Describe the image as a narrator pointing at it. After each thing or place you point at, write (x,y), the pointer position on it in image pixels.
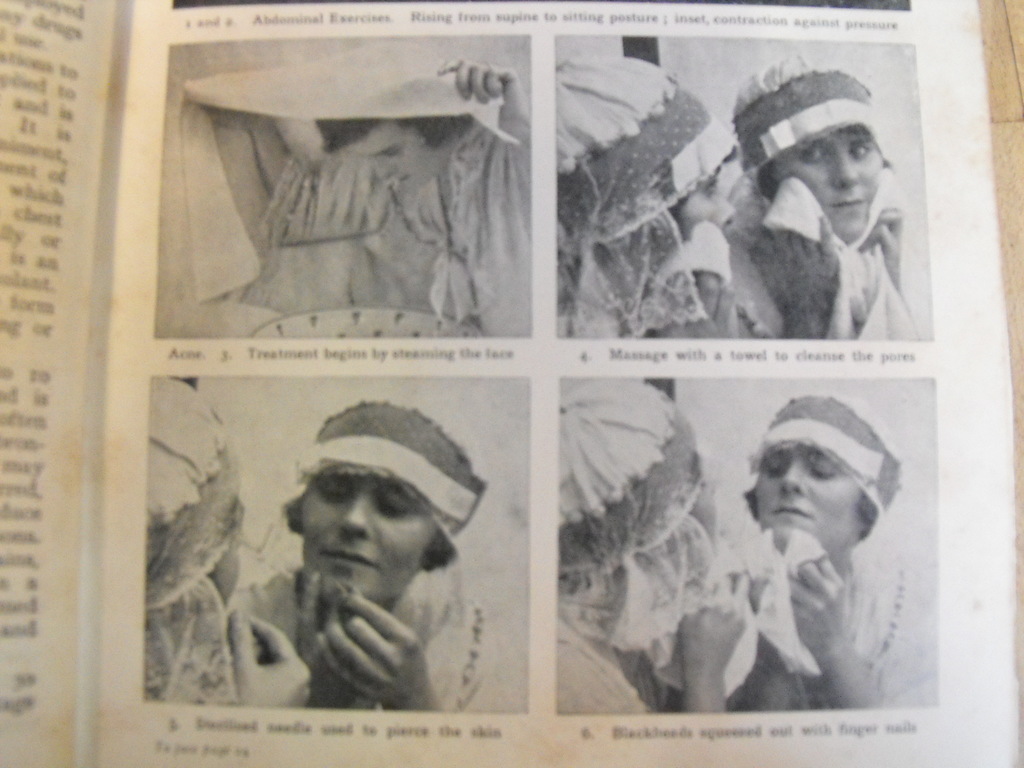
In this picture, we can see a book page (696,465) with some text (784,358) and some images (595,295).
